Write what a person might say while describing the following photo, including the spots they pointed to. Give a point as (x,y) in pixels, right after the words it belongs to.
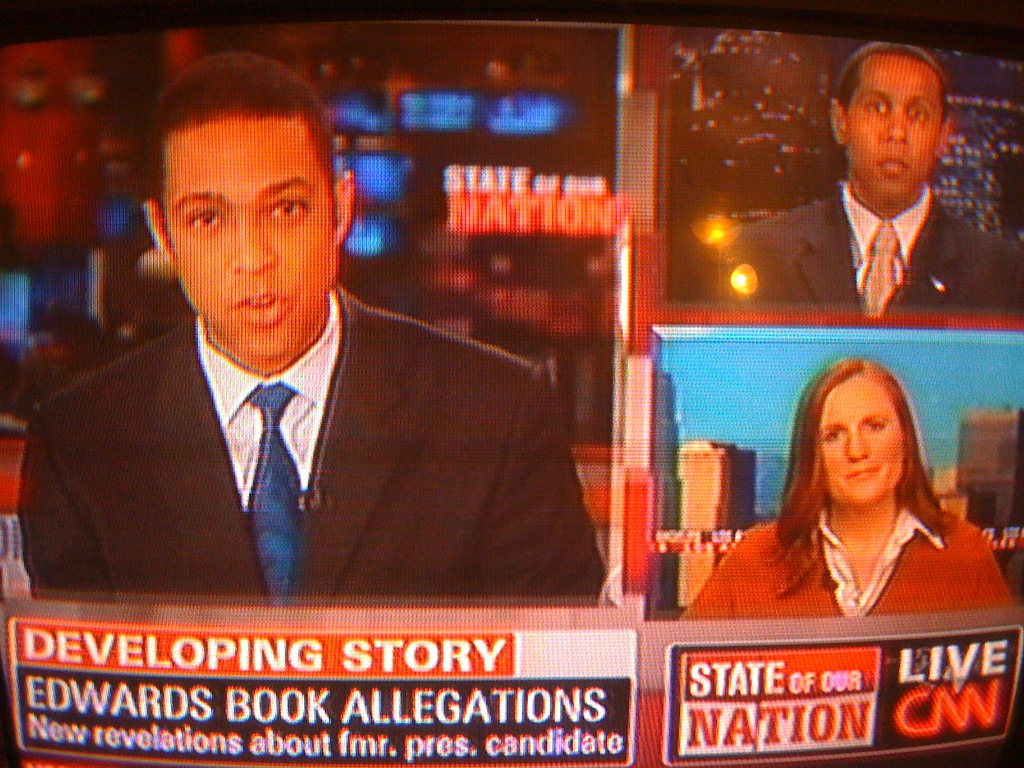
In this picture we can see a few people (855,418) on a screen (567,603).
